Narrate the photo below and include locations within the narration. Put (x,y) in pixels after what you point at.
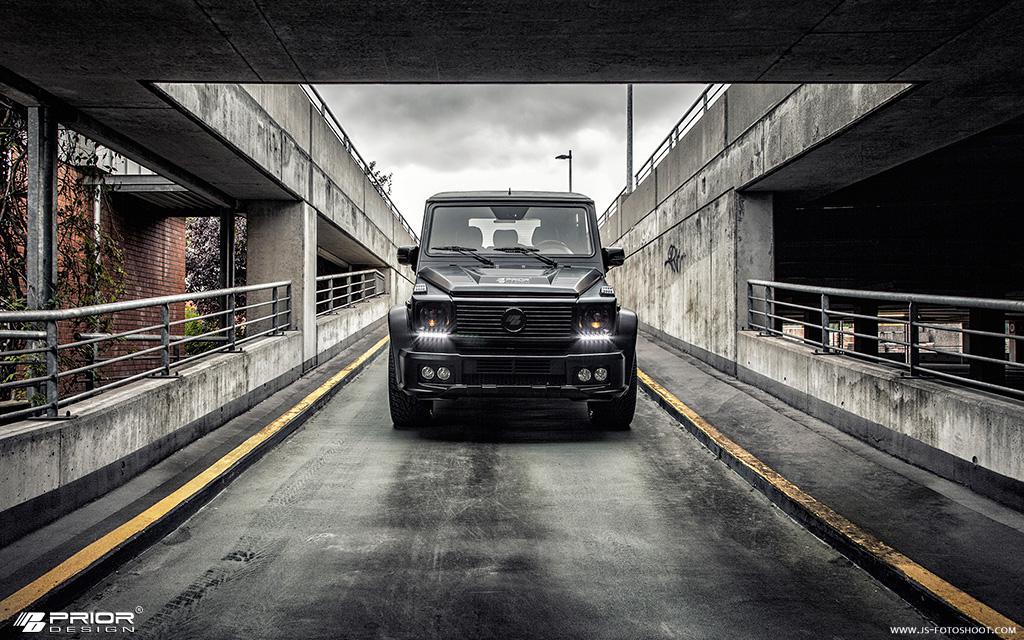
In the center of the image (584,355) there is a vehicle (529,381) on the road (415,580). There is a railing (215,338). There are buildings (267,205), trees (2,146). At the top of the image (482,119) there are clouds (538,114) in the sky (538,114). There is some text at the bottom of the image (890,627).
